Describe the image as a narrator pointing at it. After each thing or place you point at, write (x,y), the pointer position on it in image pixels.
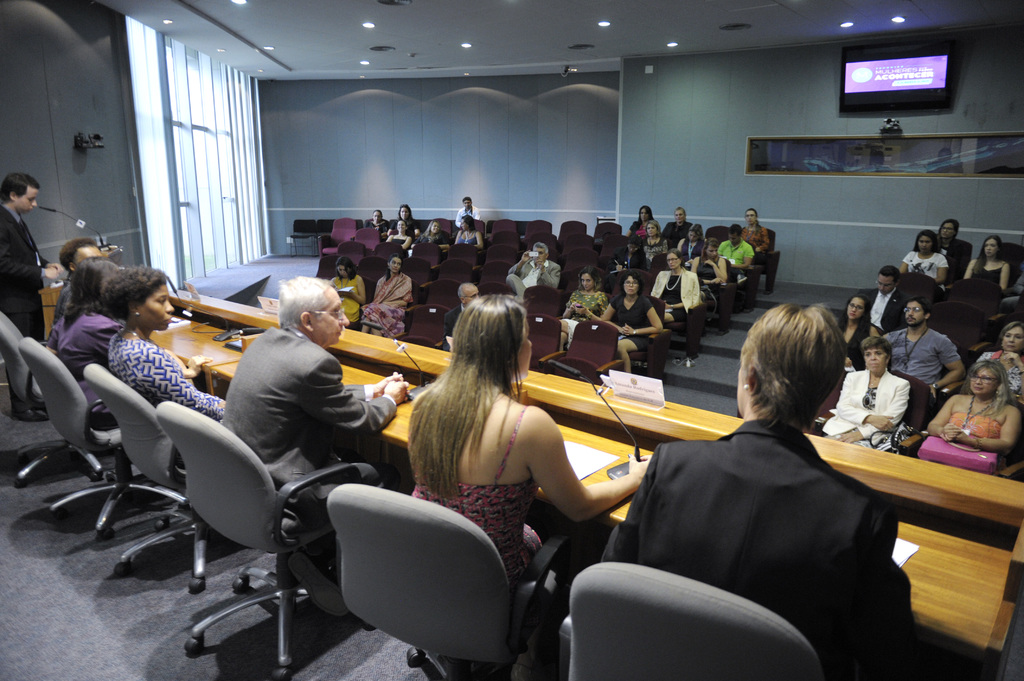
It is a seminar hall (574,337), many people (925,335) are sitting in the chairs (475,278), in front of them there are some other committee members (335,367) sitting, one person (47,268) is standing and speaking there is a table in front of them in the background (356,162) there is a wall (330,154) and windows (916,173) and also a television (882,59).
